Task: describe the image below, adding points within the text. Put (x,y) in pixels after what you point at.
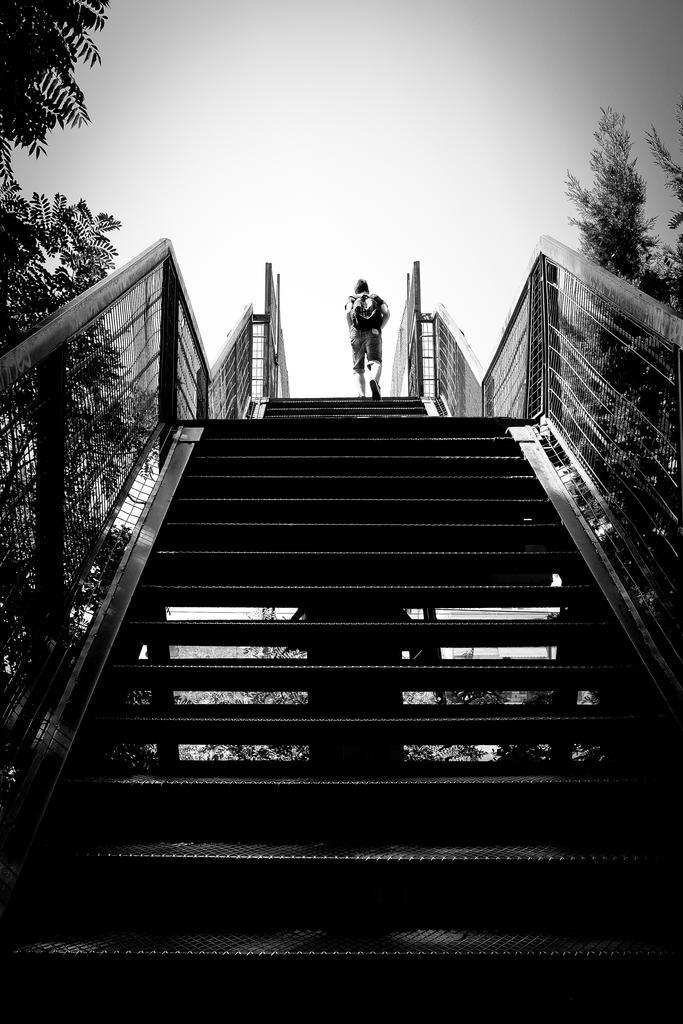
In this picture we can see steps (313,520), fences (544,399), trees (42,254) and a person (360,289) and in the background (395,86) we can see the sky (437,173).
